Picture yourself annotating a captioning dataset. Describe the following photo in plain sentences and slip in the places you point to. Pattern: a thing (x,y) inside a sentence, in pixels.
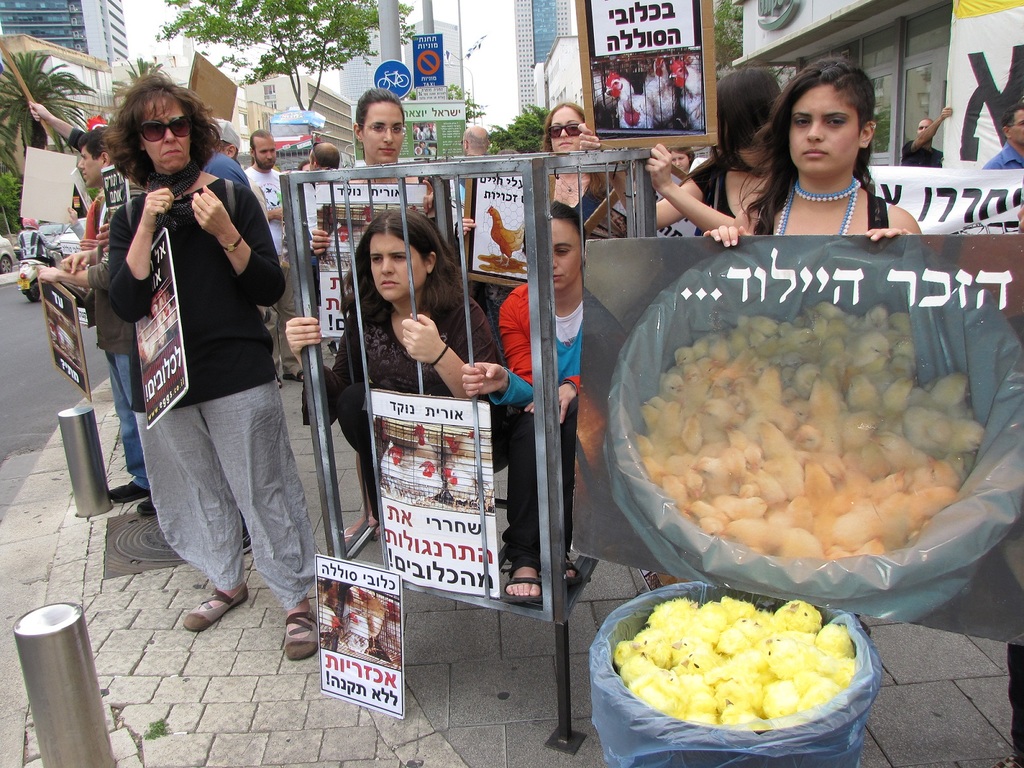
In this image there are a few people (245,308) standing and holding placards (337,278), behind them there are trees (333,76), buildings (364,76), sign boards (443,88) and lamp posts (387,50).
